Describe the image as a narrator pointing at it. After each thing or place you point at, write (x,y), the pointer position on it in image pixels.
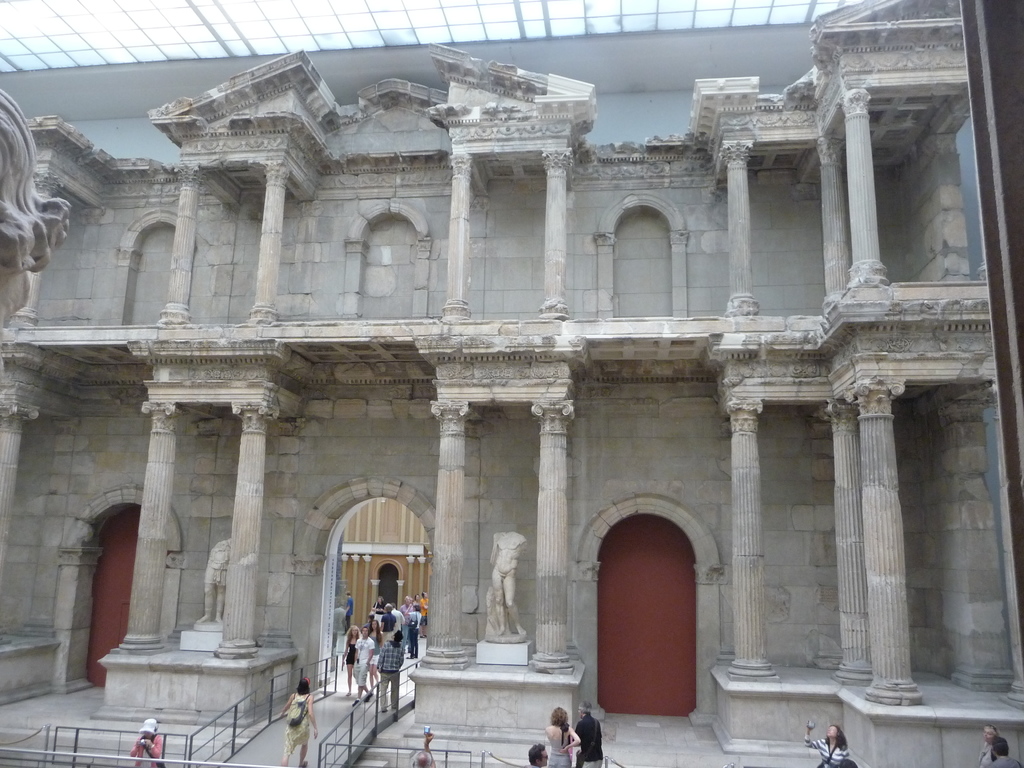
This picture shows the building (542,74) and we see few people (354,645) standing and we see a human (145,739) wore a cap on the head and we see a woman (826,747) holding a camera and taking a picture and we see a woman (310,720) walking and she wore a backpack (298,701) on the back (302,725).
